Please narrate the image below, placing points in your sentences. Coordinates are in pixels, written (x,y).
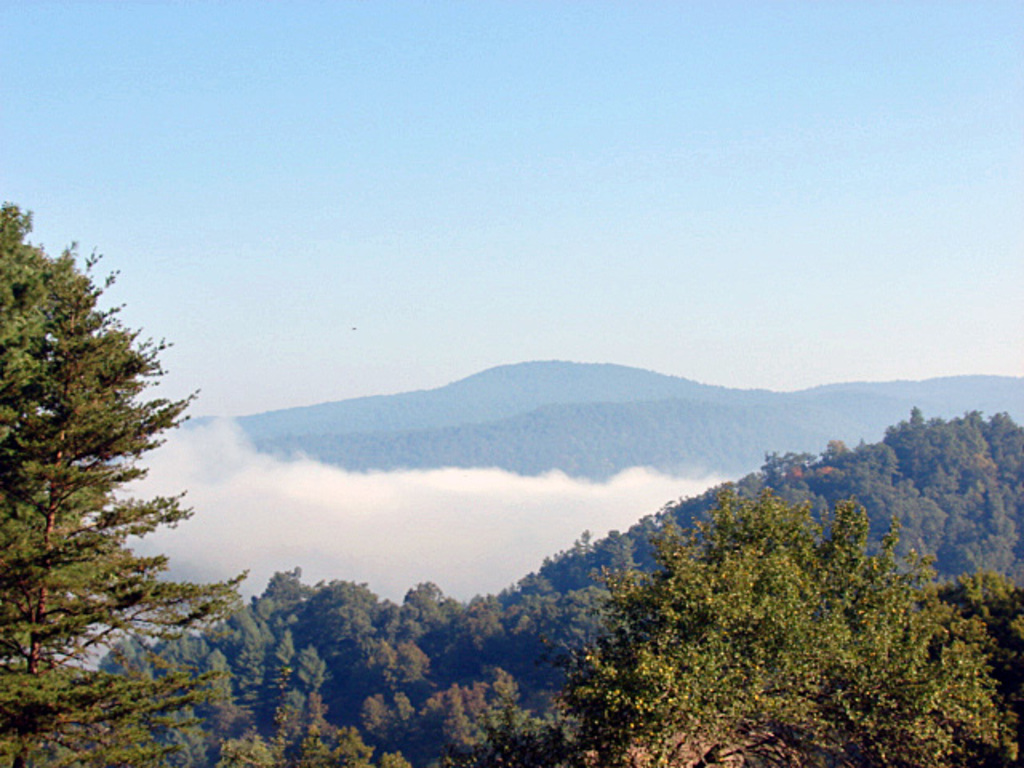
In this image there are trees (138,602), mountains (580,412) and the sky (467,154).
